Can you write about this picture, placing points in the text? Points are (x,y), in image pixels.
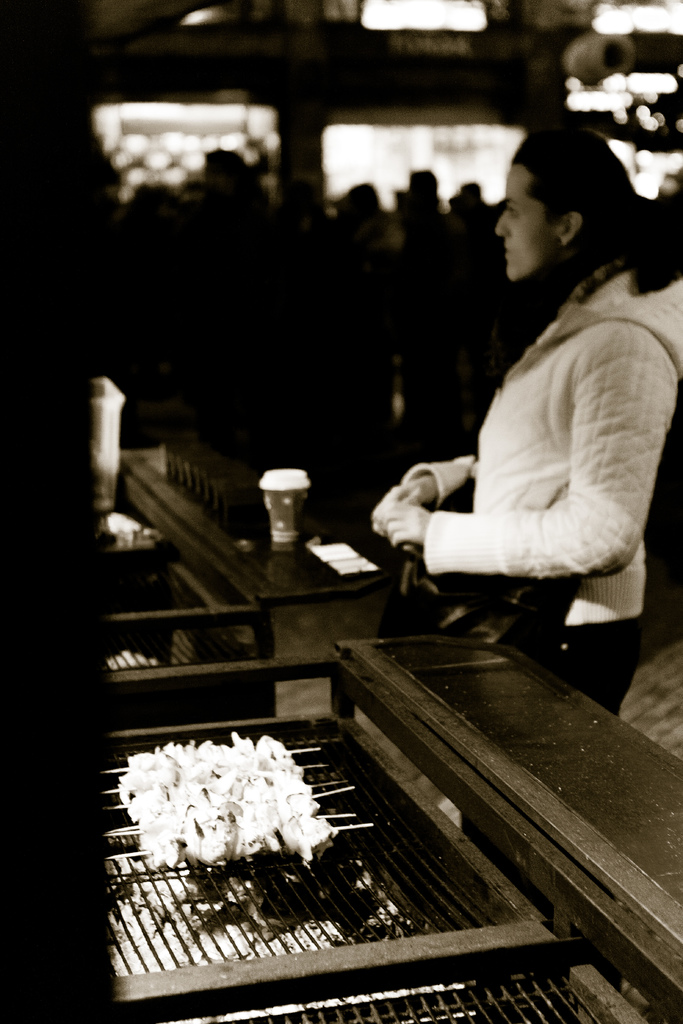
It looks like a black and white picture. We can see a person (533,419) in the jacket (568,476) is standing and in front of the person (519,560) there is a cup (283,497) and barbecue grills (174,670) and on the grills (256,967) there are some food items (189,764). Behind the person (522,423) there are some blurred people (296,298) and objects (262,96).
